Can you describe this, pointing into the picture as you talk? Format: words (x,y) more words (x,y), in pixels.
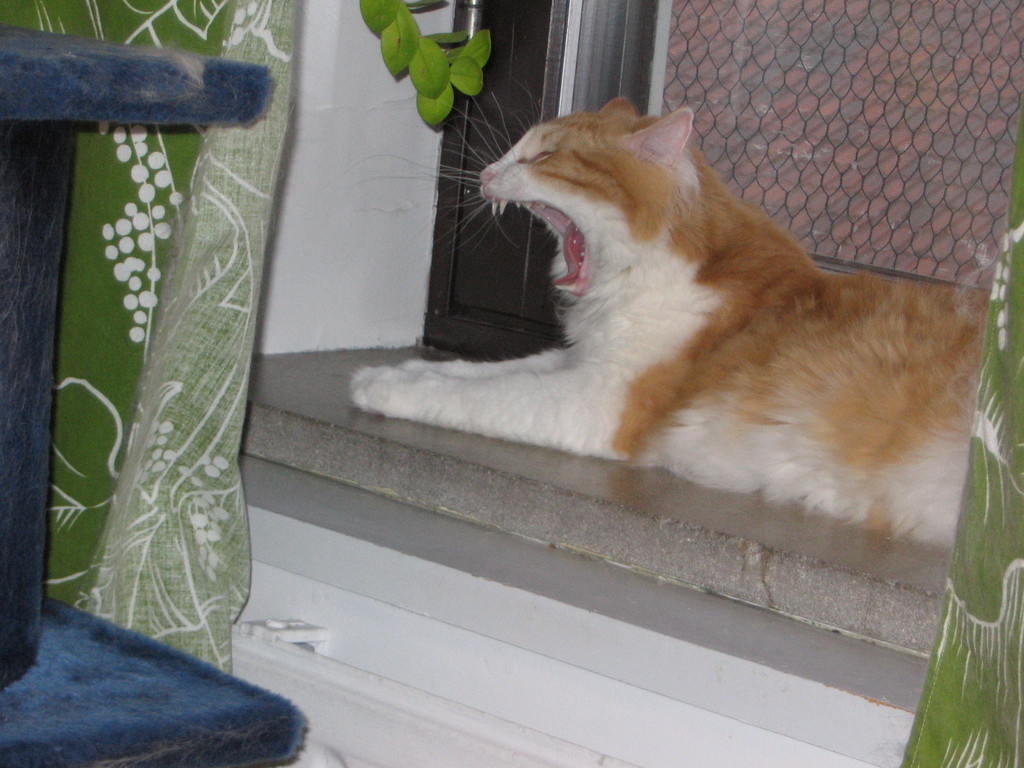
In this image in the center (618,383) there is one cat (655,328) and in the background (734,96) there is a door (456,251), net (950,114) and on the left side (176,168) there is one curtain (165,262) and cat tree (47,158). At the bottom (402,648) there is wall (547,678).
